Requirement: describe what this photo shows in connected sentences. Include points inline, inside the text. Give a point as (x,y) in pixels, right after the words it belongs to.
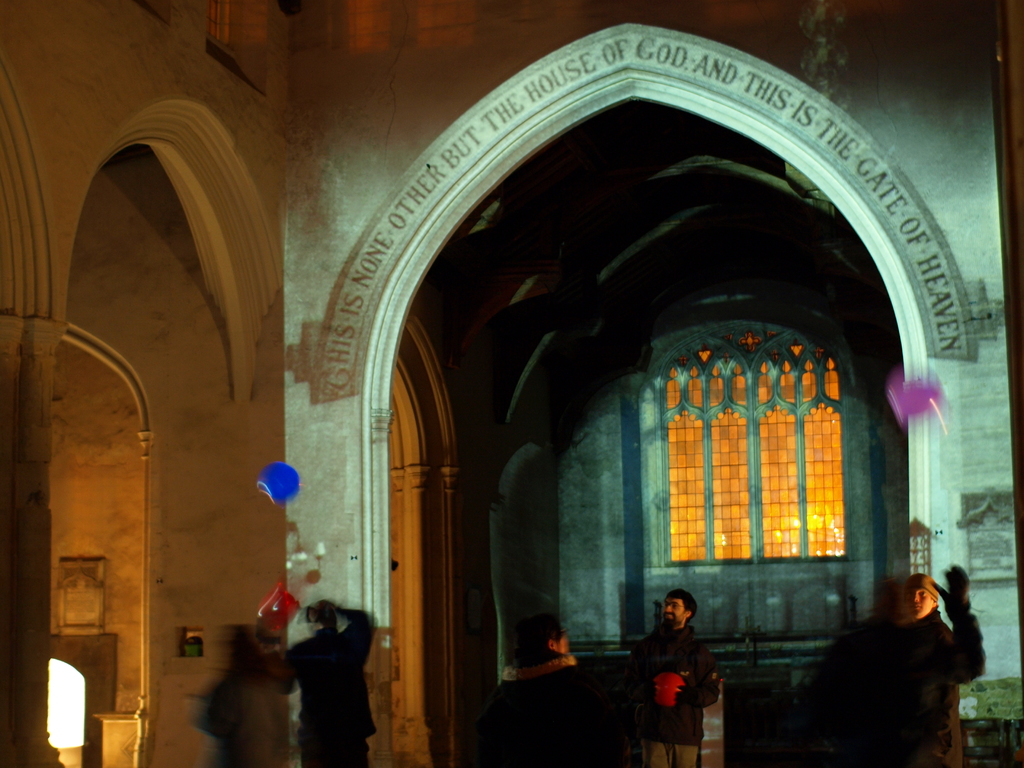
This is an inside view. At the bottom (332,710), I can see few people (317,720) are standing. They are holding some balloons (274,621) in their hands (677,705). Here I can see few pillars (401,572). At the top (600,55), I can see some text (570,74). In the background (689,465) there is a window (689,481) to the wall (595,480). On the left side (79,615) there is a frame (77,593) attached to a wall (83,547).
